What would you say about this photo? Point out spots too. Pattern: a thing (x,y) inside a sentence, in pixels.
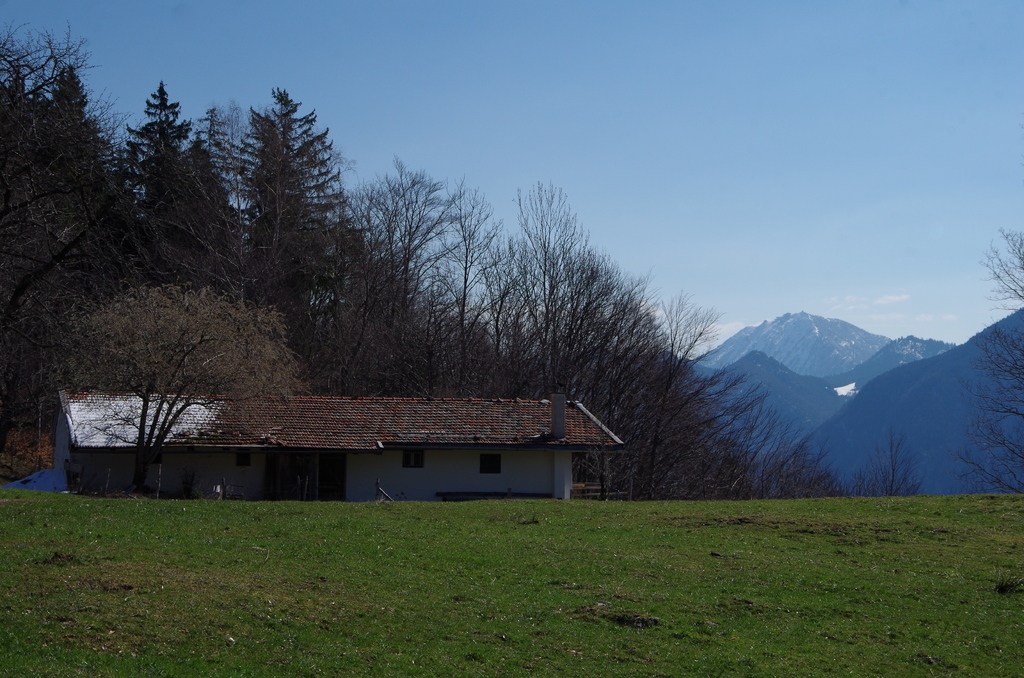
In this image we can see a house (510,413), trees (391,360) and other objects (592,493). In the background of the image (641,386) there are trees (986,475), mountains (871,378) and other objects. At the top of the image (721,103) there is the sky (719,109). At the bottom of the image (488,623) there is the grass (493,622).
